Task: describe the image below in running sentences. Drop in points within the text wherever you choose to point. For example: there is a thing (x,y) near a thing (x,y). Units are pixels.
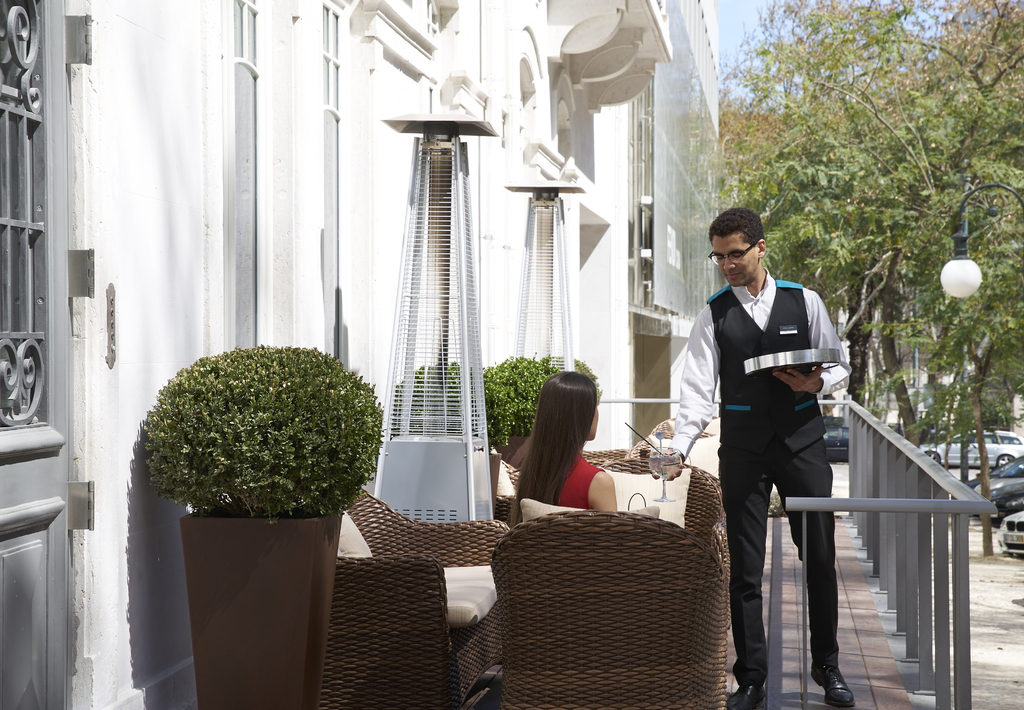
In this picture we can see one man (771,348) serving drink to a woman (582,457), on the left side of the picture (308,200) there is a building (330,149), in the background (935,444) we can see some of the cars (1010,489) here, In the middle of the picture (348,417) there are some chairs (542,599) and bushes (325,453).
